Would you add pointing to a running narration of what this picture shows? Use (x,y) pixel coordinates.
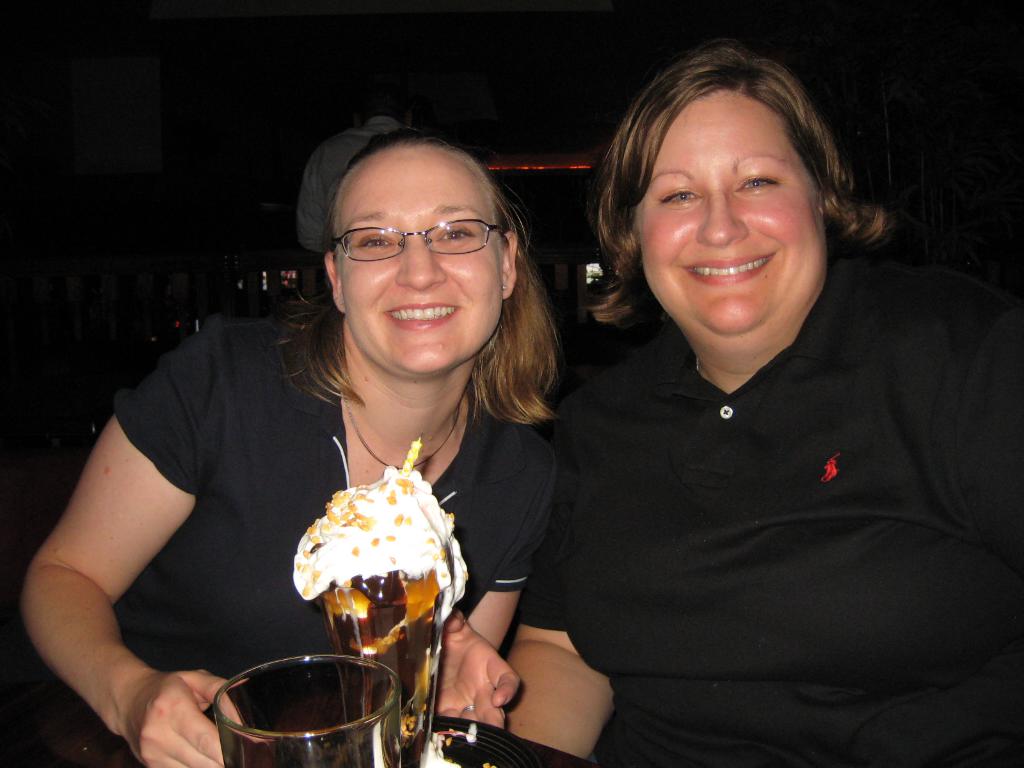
In this picture we can see two women (420,296), they both are smiling, in front of them we can find glasses (402,656) and we can see dark background (553,84).
